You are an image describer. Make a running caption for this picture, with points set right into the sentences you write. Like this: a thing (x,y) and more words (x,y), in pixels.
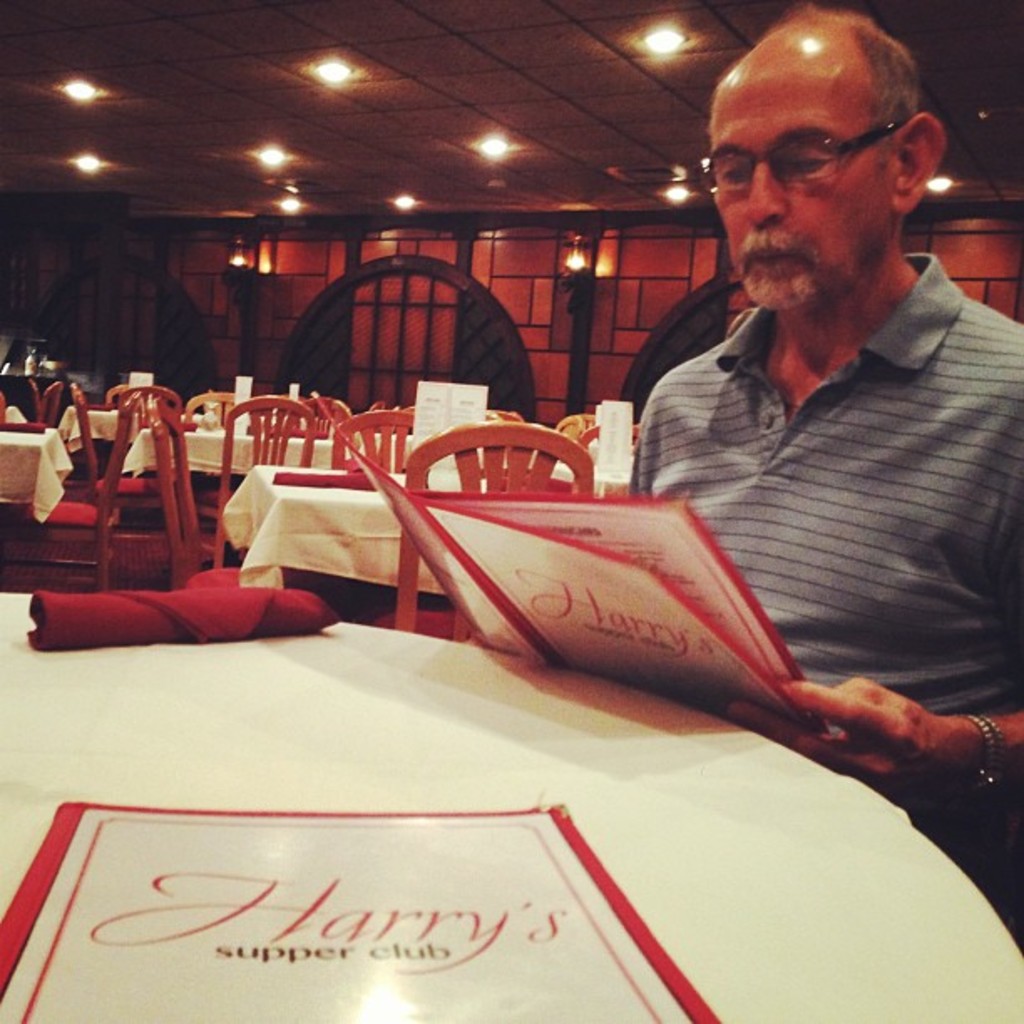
In this image we can see a man (794,532) sitting and holding a menu card (552,582). There are tables (33,468) and we can see chairs (545,439). We can see napkins (299,621) and there are boards (348,814). At the top (334,72) there are lights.
